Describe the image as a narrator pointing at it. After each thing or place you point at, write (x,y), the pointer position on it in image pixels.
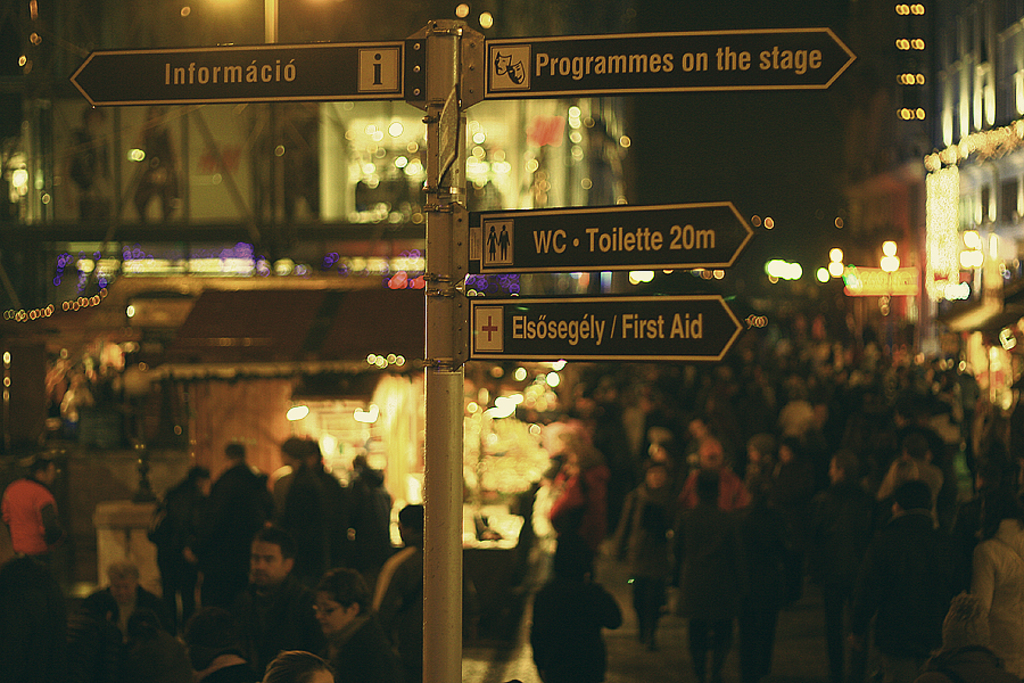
In this image in the foreground (462,277) there is one pole (443,206) and some boards (595,305), and in the background (610,430) there are a group of people (936,462) and some stores (466,421) buildings (993,196), lights (413,169). At the bottom (780,645) there is a walkway (531,645).
